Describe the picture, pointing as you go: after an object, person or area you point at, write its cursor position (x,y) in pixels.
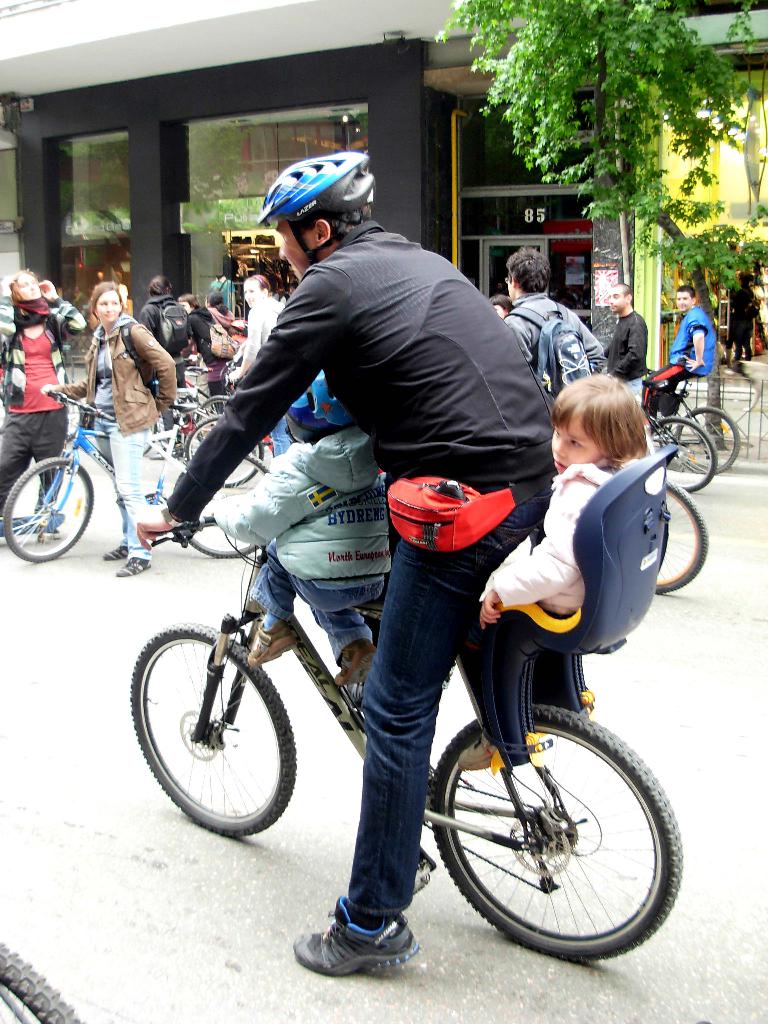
There are so many people (609,361) riding bicycle (697,411) behind him there is a tree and building (725,32).
